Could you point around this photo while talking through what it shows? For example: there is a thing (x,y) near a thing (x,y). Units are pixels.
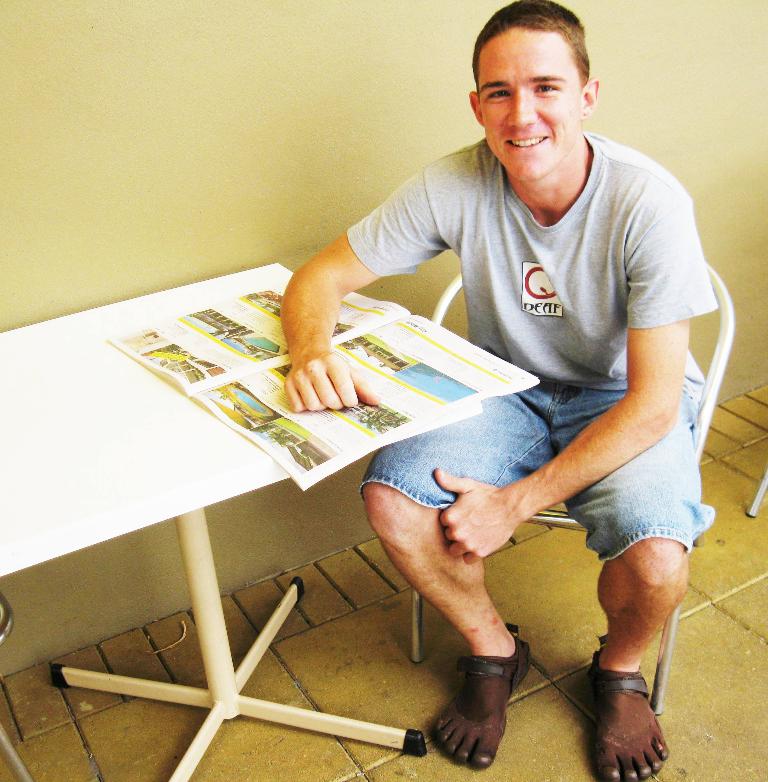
This is picture of a man (598,347) sitting in a chair (714,377). In the picture there is a table (147,484), on the table (231,453) there is a book (413,342). The man (507,109) is smiling. Wall (234,35) is painted light yellow.
